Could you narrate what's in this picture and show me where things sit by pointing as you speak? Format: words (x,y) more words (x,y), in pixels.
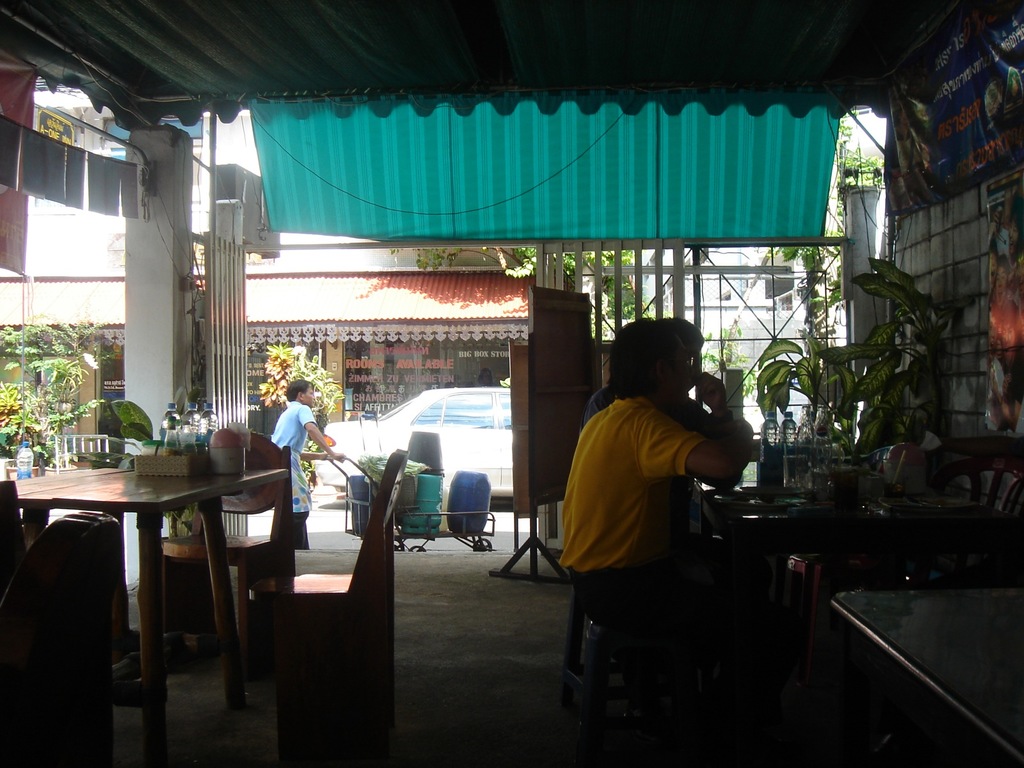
in this picture there are two persons (622,484) sitting on chair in front of a table (801,518) one person (333,453) is walking and doing some work, we can also see a car (378,443) here we can also see some building (415,369).
